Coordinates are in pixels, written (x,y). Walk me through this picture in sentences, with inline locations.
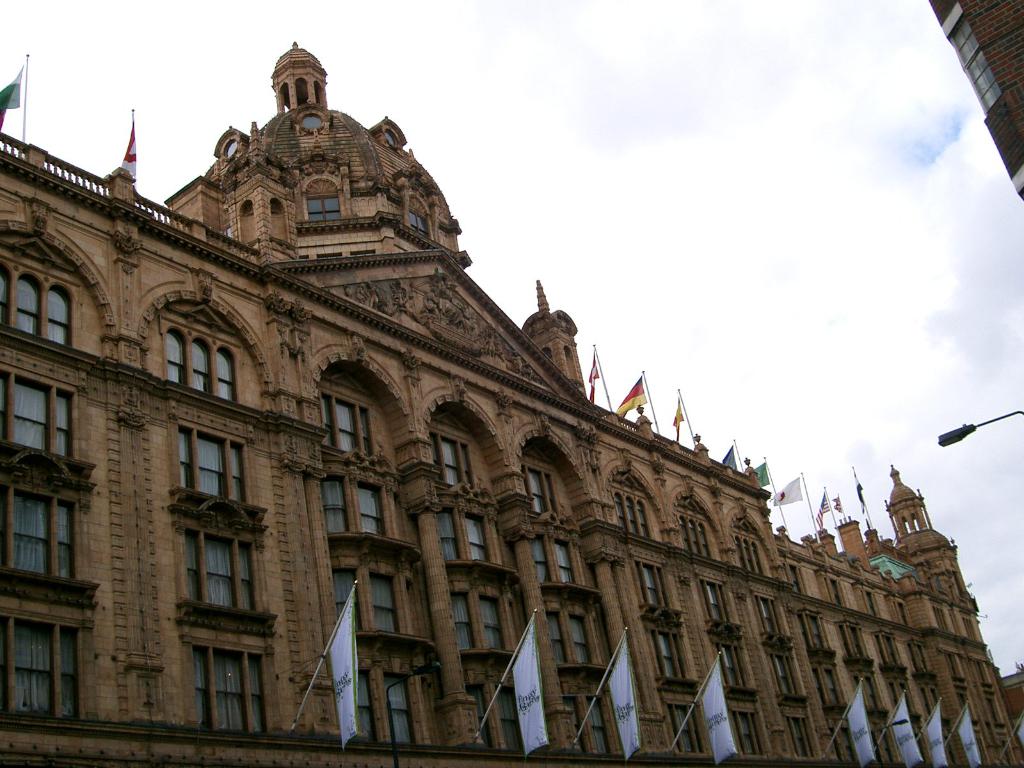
In the image there is a huge building (370,418) with beautiful carvings (563,402) and windows (540,489), there are flags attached to the pillars (475,714) of the building (795,644) and also on the top of the building (909,525).
